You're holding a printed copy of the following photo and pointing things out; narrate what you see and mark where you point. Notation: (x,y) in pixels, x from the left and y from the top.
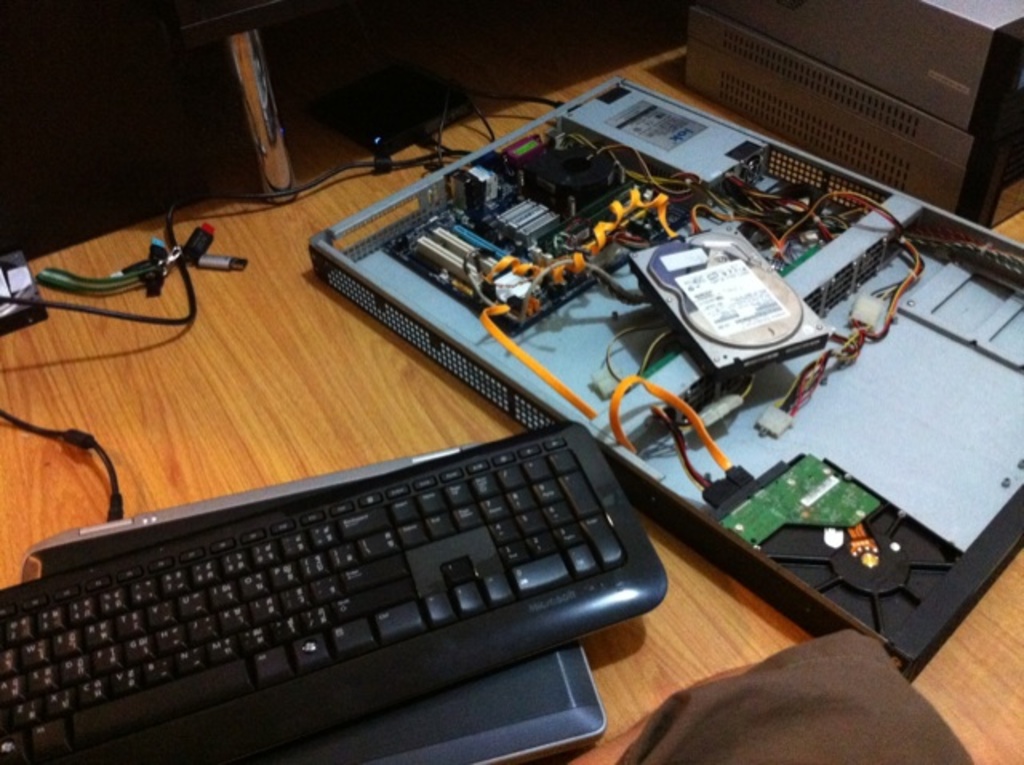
In the picture we can see a table (138,242) on it, we can see a keyboard (208,737) and some electronic items (969,421) with connectors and wires (612,224).
